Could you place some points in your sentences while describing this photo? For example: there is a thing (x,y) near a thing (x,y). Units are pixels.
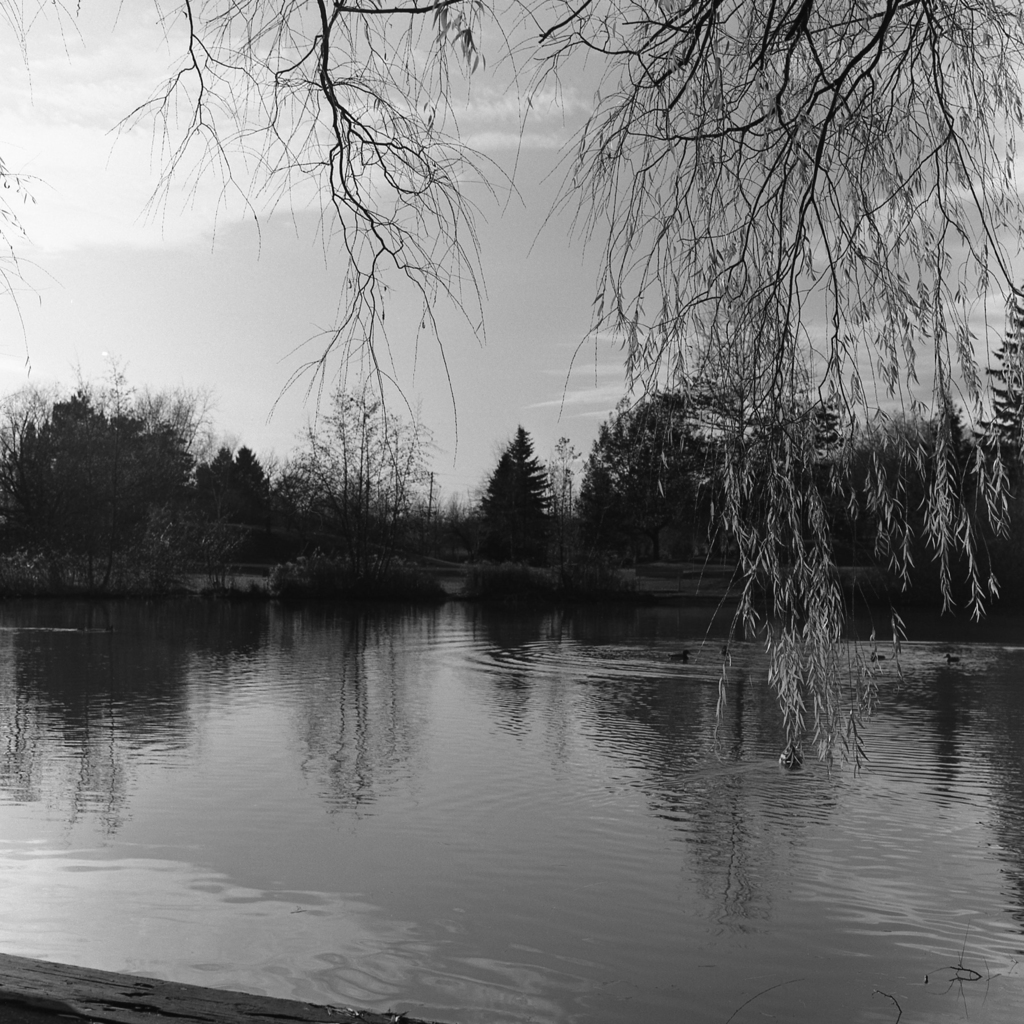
In this image there are few trees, water (616,742) and the sky (491,243).
